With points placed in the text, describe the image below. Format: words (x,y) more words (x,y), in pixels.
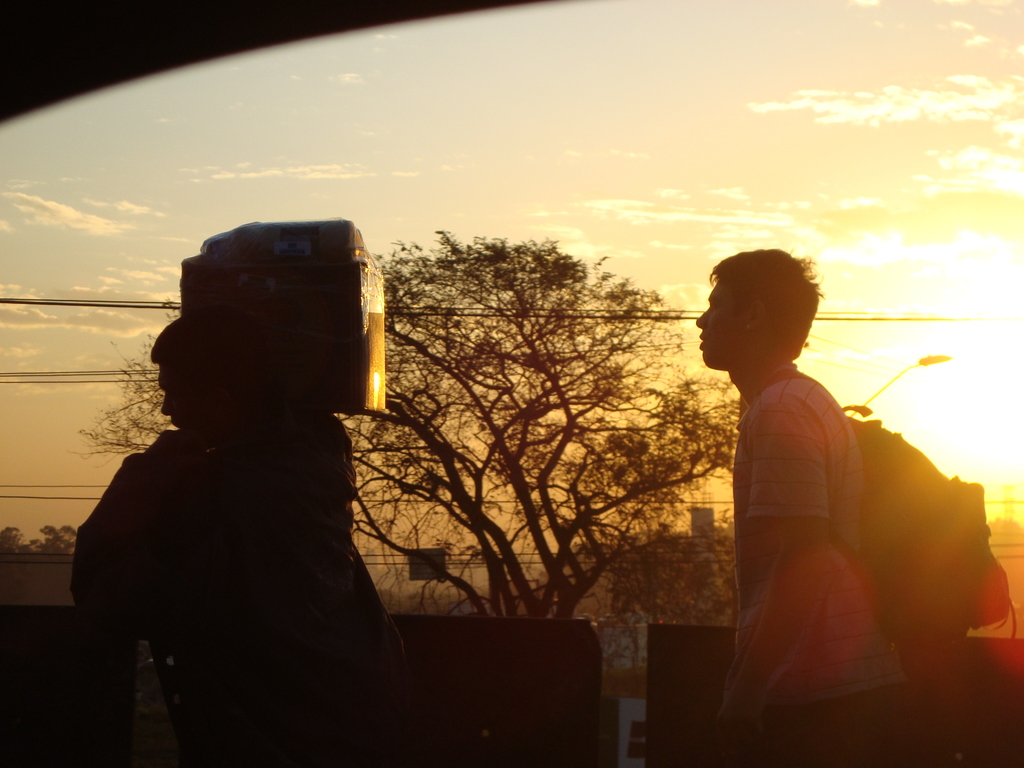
In this picture we can see two people (336,603), bag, box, walls (596,650), trees (618,303), wires (630,311), some objects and in the background (599,120) we can see the sky (554,143).
